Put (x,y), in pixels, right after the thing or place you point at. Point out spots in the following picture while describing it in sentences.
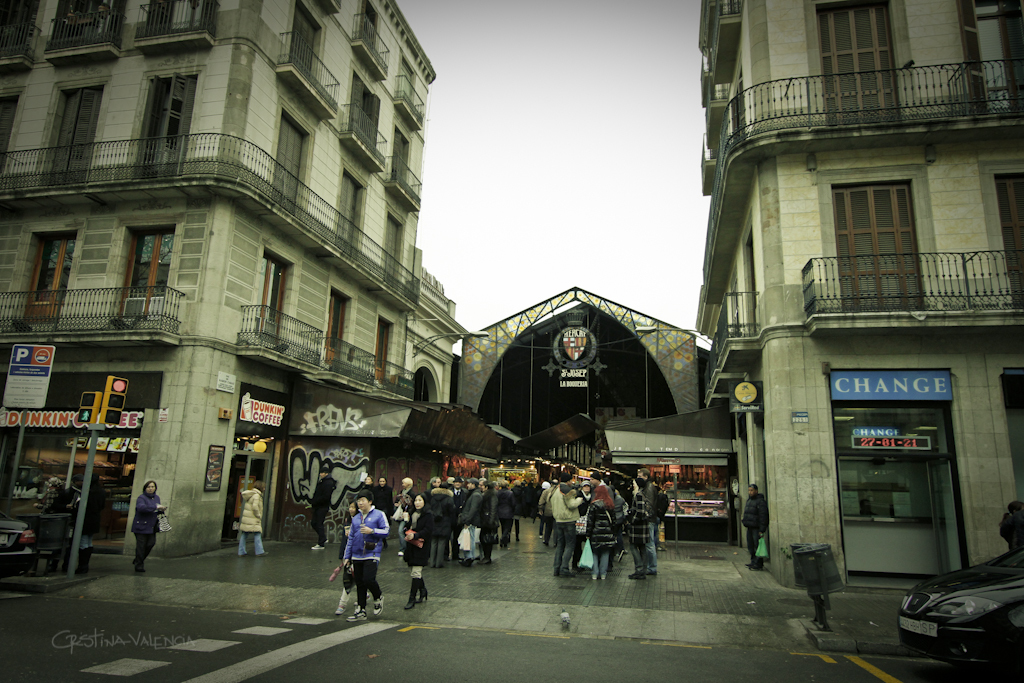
In this picture there are people (334,487) and we can see dustbins (800,564), vehicles (1003,646), poles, traffic signals (92,410), boards (31,375) and buildings (307,413). In the background of the image (613,216) we can see the sky (572,130).
